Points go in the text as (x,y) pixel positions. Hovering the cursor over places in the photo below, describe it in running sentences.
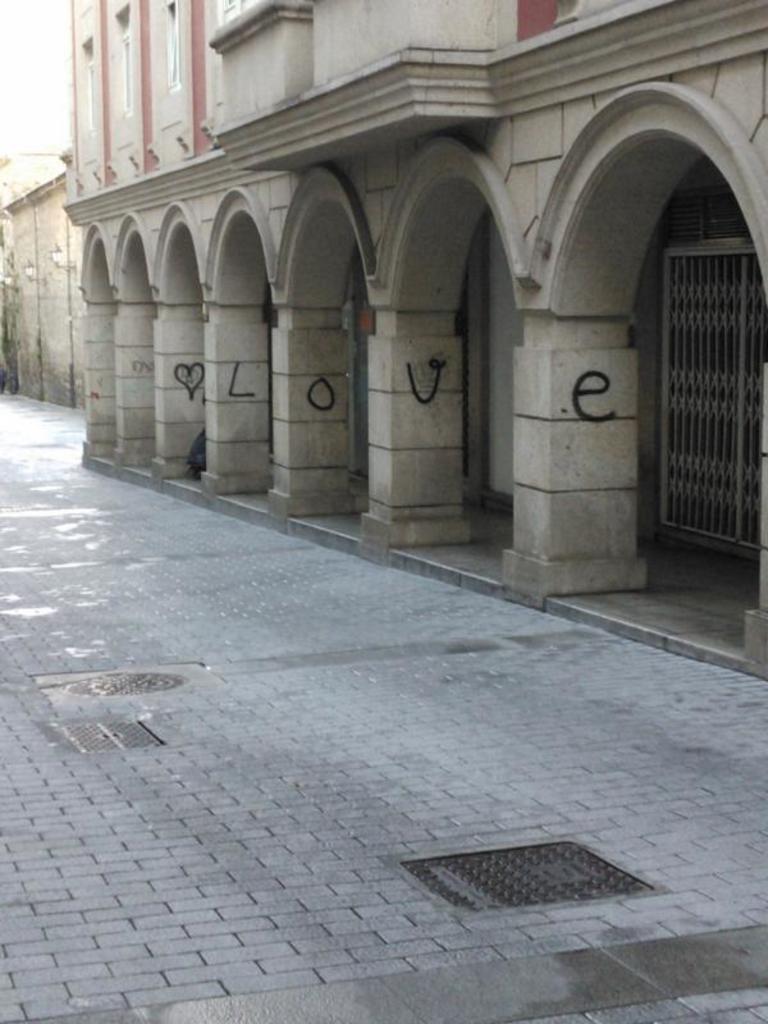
In this image in front (160,835) there is a floor (217,778). In the background of the image (302,320) there are buildings (395,387).
